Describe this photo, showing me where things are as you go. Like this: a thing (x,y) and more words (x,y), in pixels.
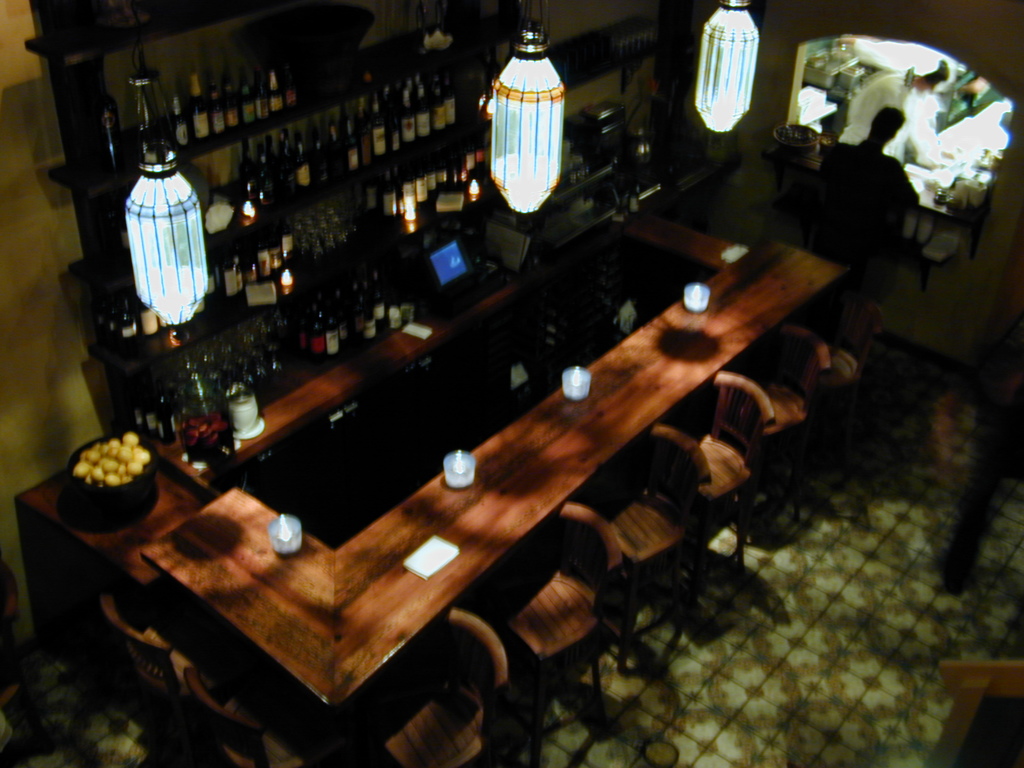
In this image I can see few bottles (405,117) in the racks (95,162) and I can see few objects (428,263) on the table (613,382). I can see few lights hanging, few chairs (460,749) and few people (910,208).
